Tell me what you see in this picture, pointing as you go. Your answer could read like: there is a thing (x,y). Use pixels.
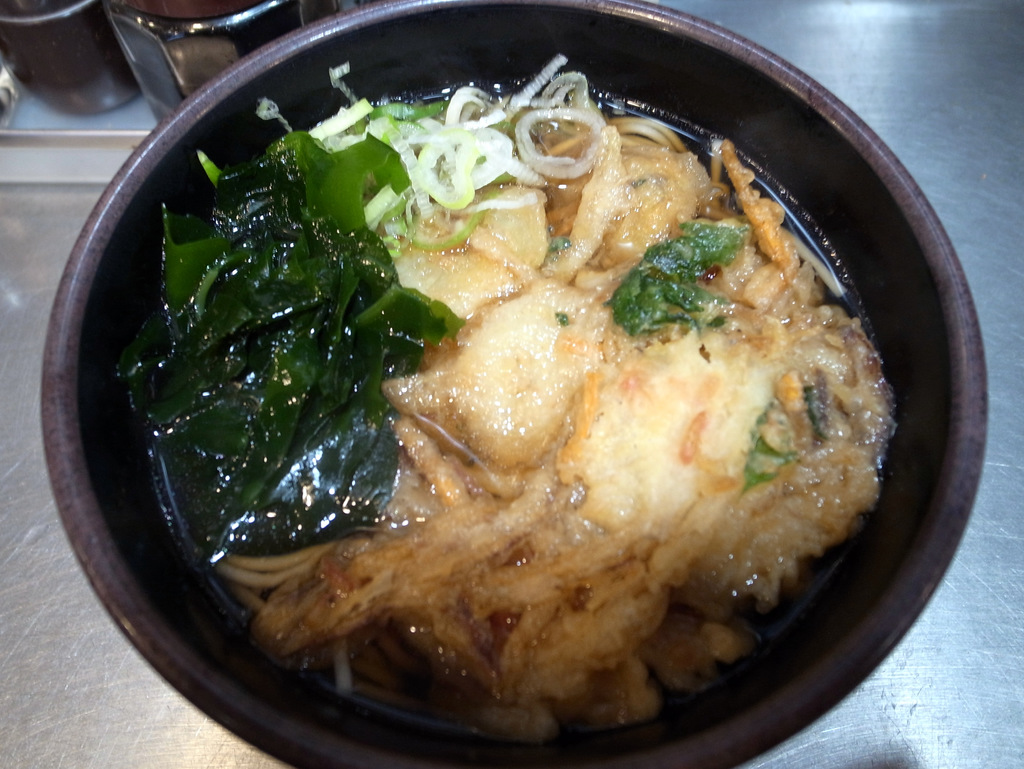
The picture consists of a bowl (852,615), in the bowl (616,71) there is a food item (314,286). On the left (152,55) there are jars (108,66). At the bottom (13,690) it is an iron object (41,677).
